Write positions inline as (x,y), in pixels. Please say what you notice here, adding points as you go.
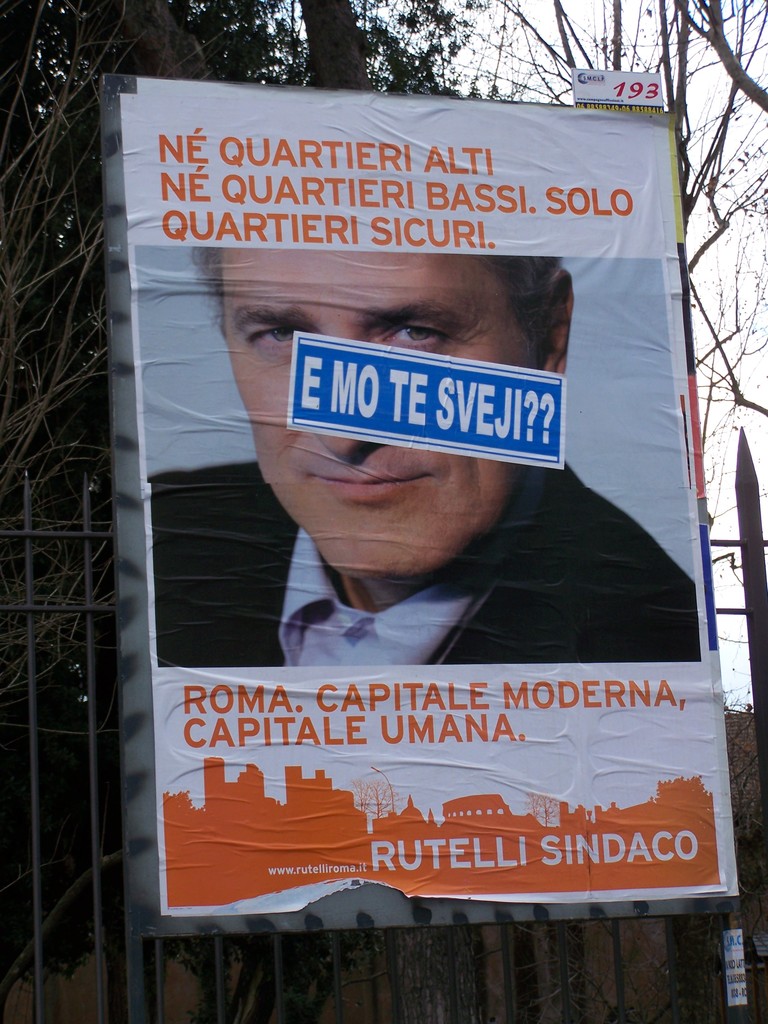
In this image we can see a poster (213,184) of a man (253,250) and on the back (82,574) we can see some trees (344,68).
